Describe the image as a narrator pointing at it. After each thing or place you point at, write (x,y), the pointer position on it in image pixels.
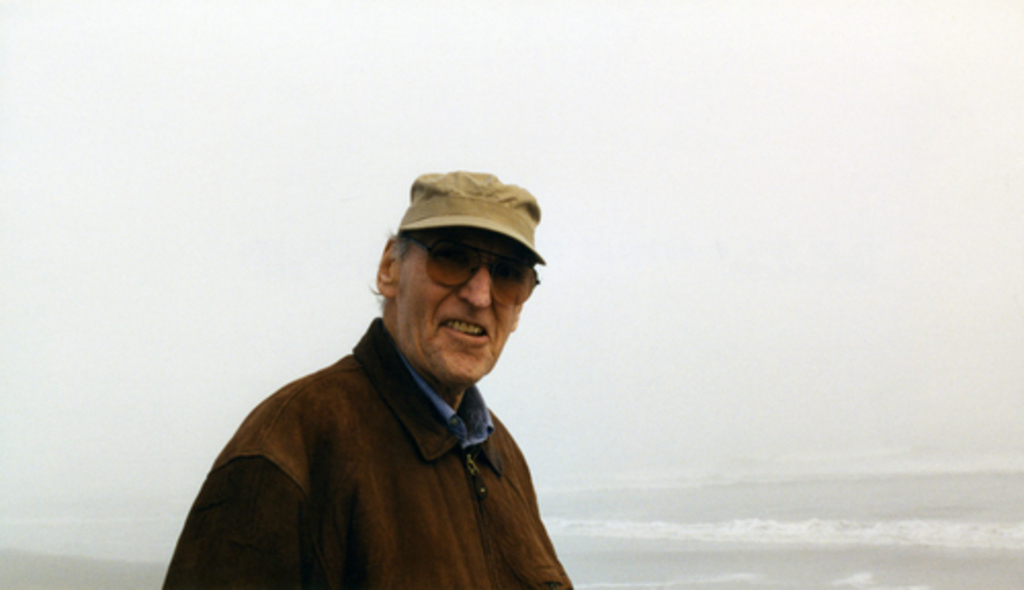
In this picture we can see an old man (294,584) wearing a cap (457,195) standing in front of the sea (162,573) and smiling at someone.
